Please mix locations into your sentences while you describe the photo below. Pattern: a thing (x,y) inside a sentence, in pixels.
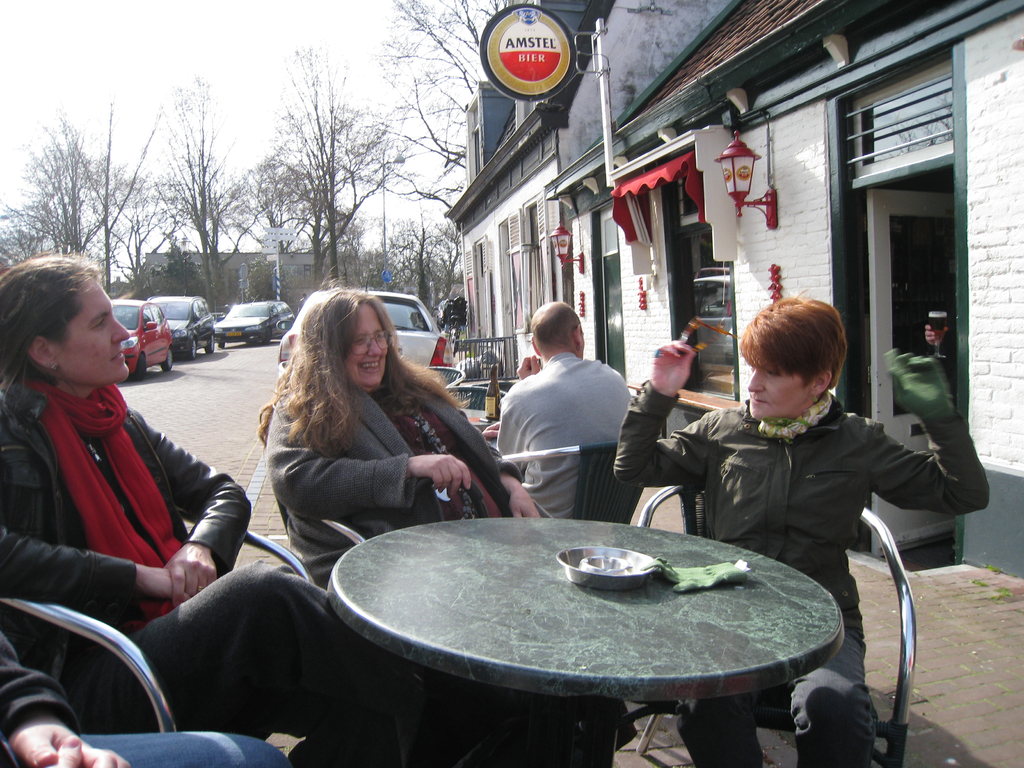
In this image I can see the group of people (369,459) sitting on the chairs (565,449) and these people (432,413) are wearing the different color dresses (294,449). On the table (349,620) I can see the steel plate (583,579). In the background (284,322) there are the vehicles (264,327) on the road (199,414). To the right (703,207) I can see the building (535,202) and the board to that. In the background (271,180) I can see the trees (75,203) and the sky (174,86).
